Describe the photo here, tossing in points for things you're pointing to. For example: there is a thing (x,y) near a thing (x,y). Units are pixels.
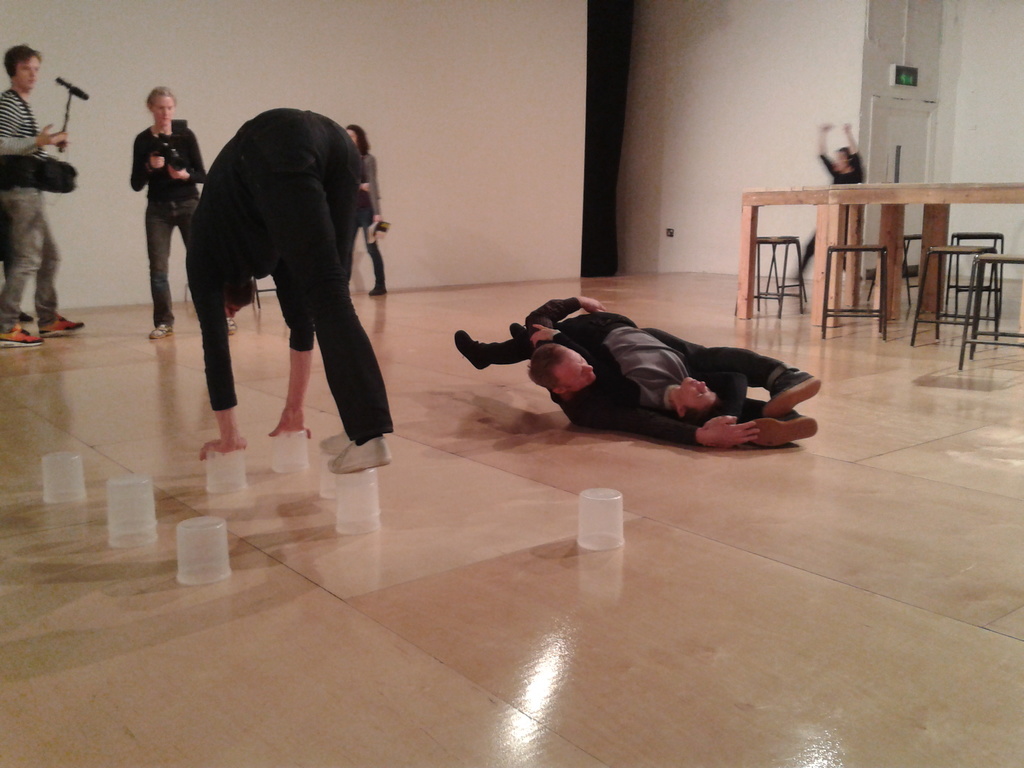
In the picture we can see a floor (370,714) with a wooden tiles (293,712) on it we can see two men (760,358) laying on each other and they are in black dresses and beside them we can see one man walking on plastic boxes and near the wall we can see three people (8,128) are standing and besides near another wall (978,178) we can see a table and some stools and one person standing near it and raising hands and behind the person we can see a door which is white in color.
